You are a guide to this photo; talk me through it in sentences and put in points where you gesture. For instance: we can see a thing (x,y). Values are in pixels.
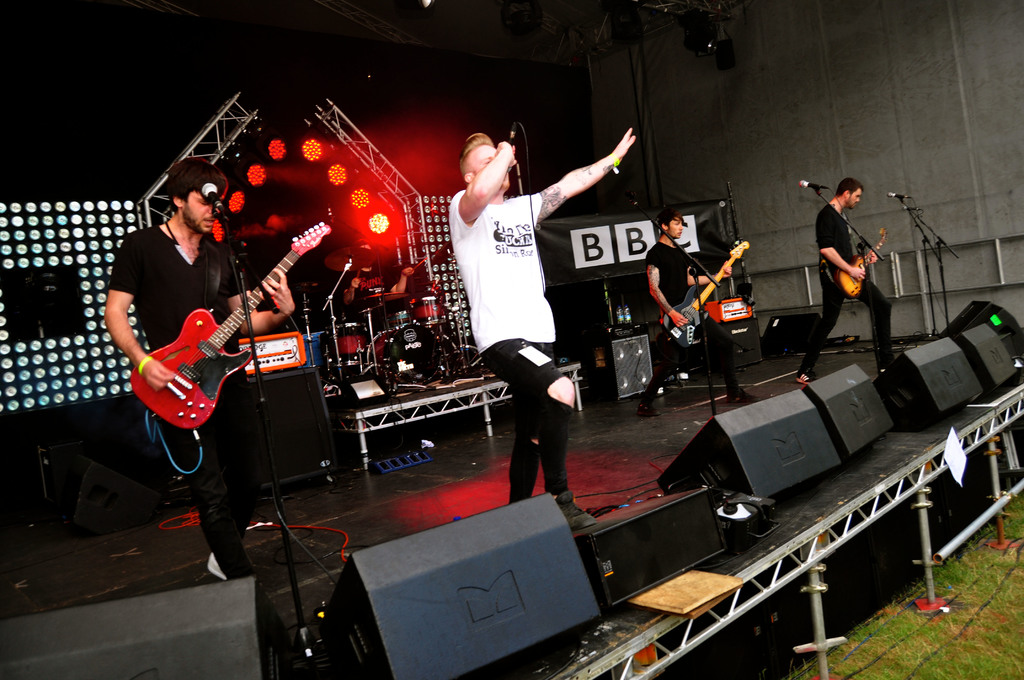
In the image we can see there are people (145,377) who are holding guitar (145,377) in their hands (159,376) and there is a man (496,242) who is holding mic (512,128) in his hand (503,158).
